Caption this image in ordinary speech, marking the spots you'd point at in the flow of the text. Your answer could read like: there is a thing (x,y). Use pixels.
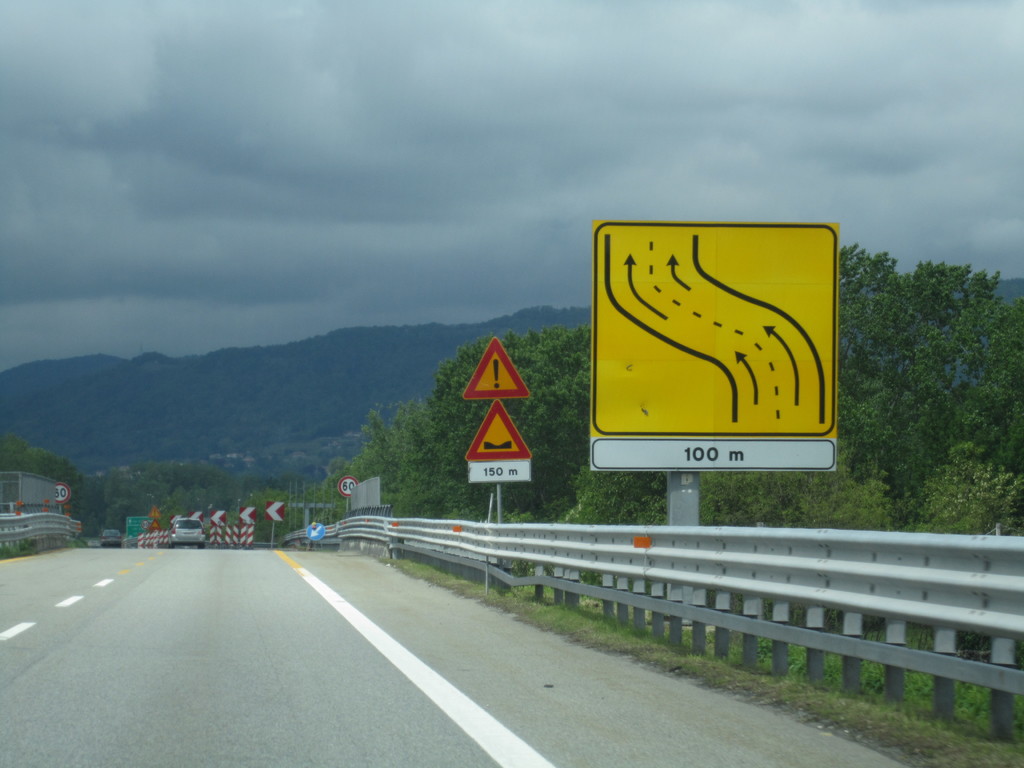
This picture is taken beside the road (262,625). On the road (198,558), there is a vehicle (181,518). Towards the right (899,590), there is a guardrail (910,600). Beside the guardrail (415,525), there are boards (634,372) with poles (684,475). In the background (367,466) there are trees (120,502), hills (457,327) and a sky (380,269).
